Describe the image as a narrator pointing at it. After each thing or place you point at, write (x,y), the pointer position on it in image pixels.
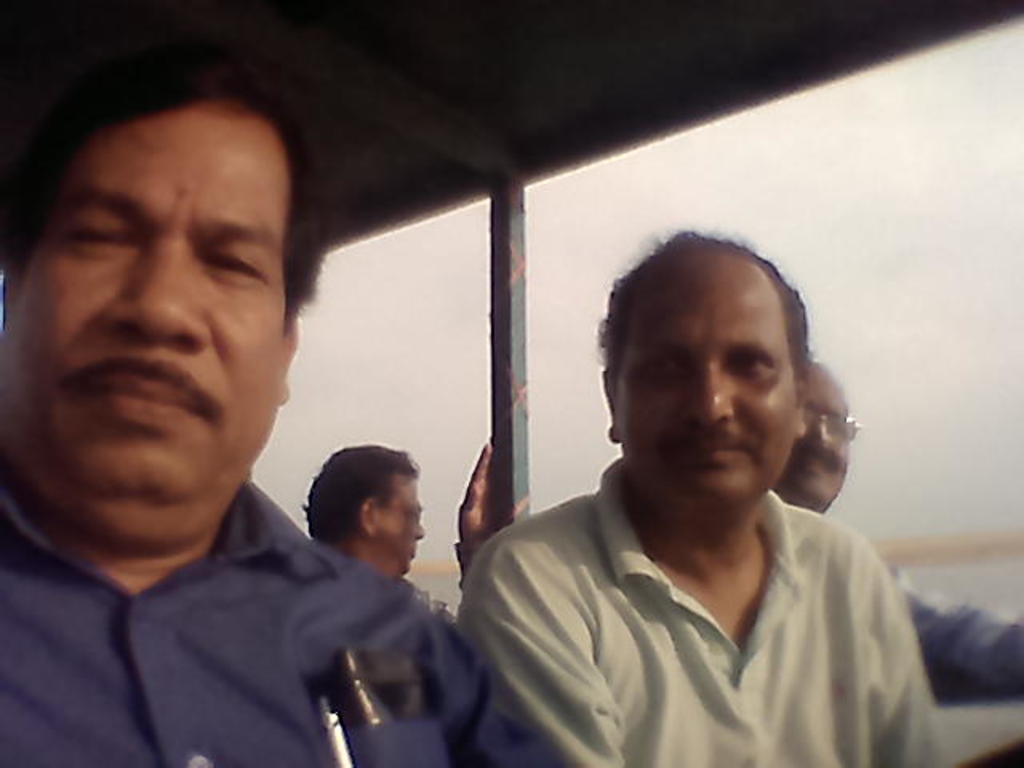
In this picture we can see four men (733,583) in the front (438,612), on the right side (962,605) it looks like water (996,592), there is the sky (909,163) in the background (890,173).
